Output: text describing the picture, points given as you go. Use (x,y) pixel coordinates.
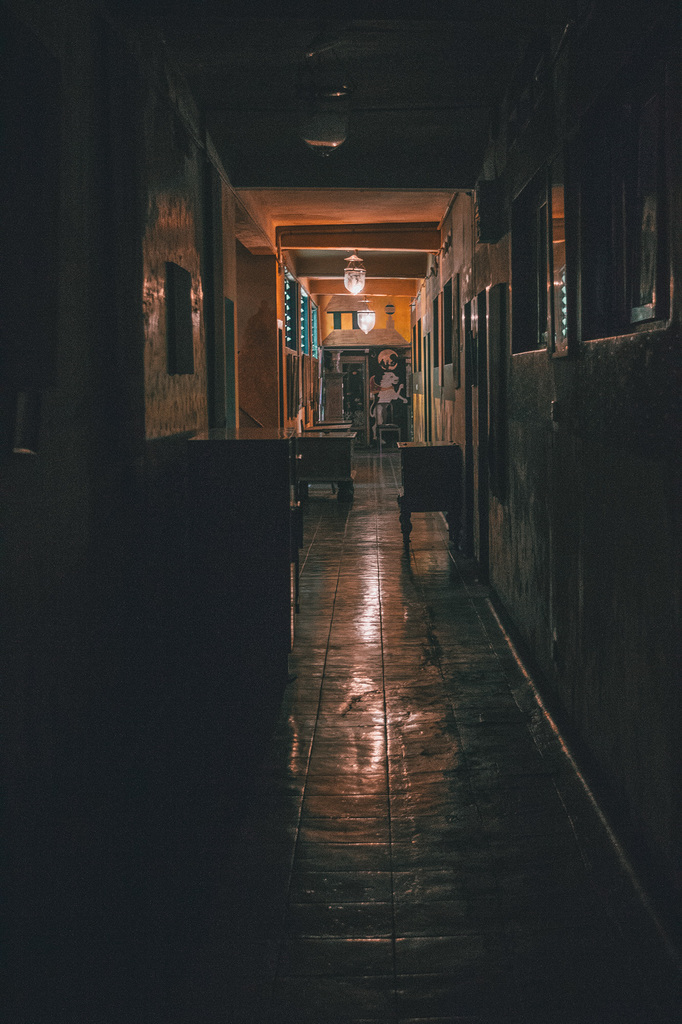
In this image we can see a corridor (360,743) and there are stands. In the background (381,354) there is a wall (397,308) and we can see lights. We can see frames (437,328) placed on the wall (590,449).
